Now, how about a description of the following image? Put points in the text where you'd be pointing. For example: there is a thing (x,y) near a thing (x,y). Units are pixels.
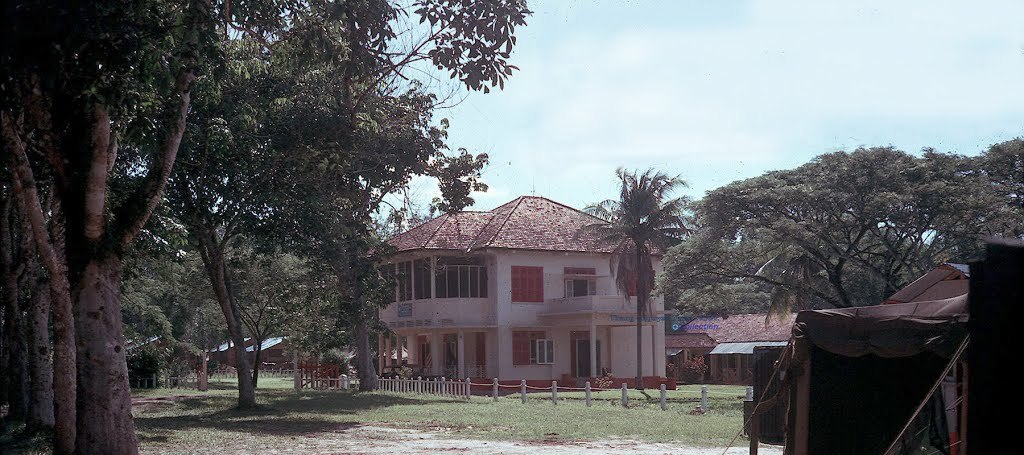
In this picture we can see a few houses (453,369). There is some fencing (524,383) on the path (591,439). We can see tents (819,430) on the right (825,419). Some grass (491,418) is visible on the ground (394,416). We can see trees (922,174) on the right (818,241) and left side of the image (93,326). Sky (451,116) is blue in color and cloudy.
